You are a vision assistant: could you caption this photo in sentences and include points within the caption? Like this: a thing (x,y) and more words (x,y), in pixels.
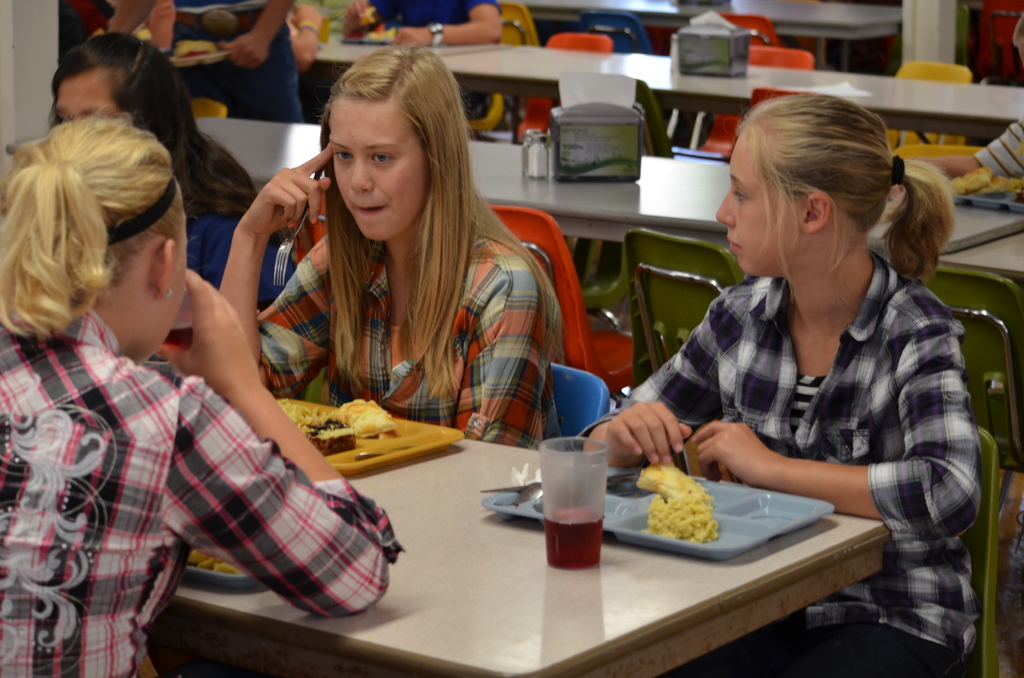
As we can see in the image there are few people (427,201) sitting on chairs (647,295) and there are tables (597,593). On table (630,563) there is a glass (594,519) and plates (705,541).
